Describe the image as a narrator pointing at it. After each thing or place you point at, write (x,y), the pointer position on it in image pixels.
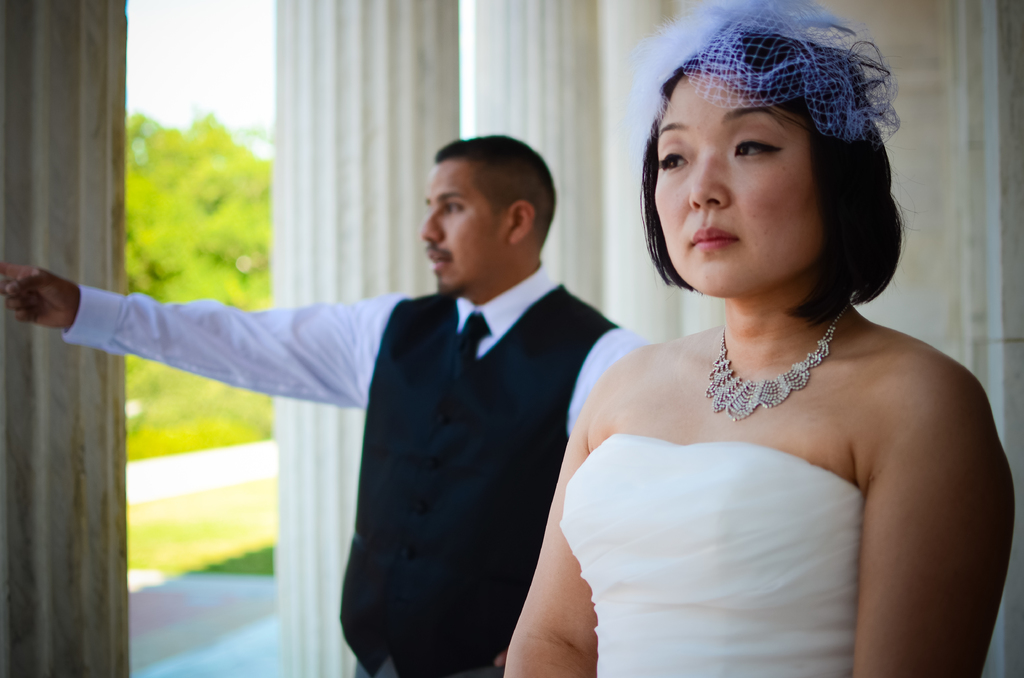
On the right side of the image (855,320) we can see a lady (757,380) is standing and wearing costume (698,453). In the middle of the image (387,365) we can see a man (389,350) is standing. In the background of the image (40,648) we can see the pillars (327,131), trees (228,159). At the bottom of the image (227,624) we can see the floor (215,601). At the top of the image (232,57) we can see the sky (209,75).
